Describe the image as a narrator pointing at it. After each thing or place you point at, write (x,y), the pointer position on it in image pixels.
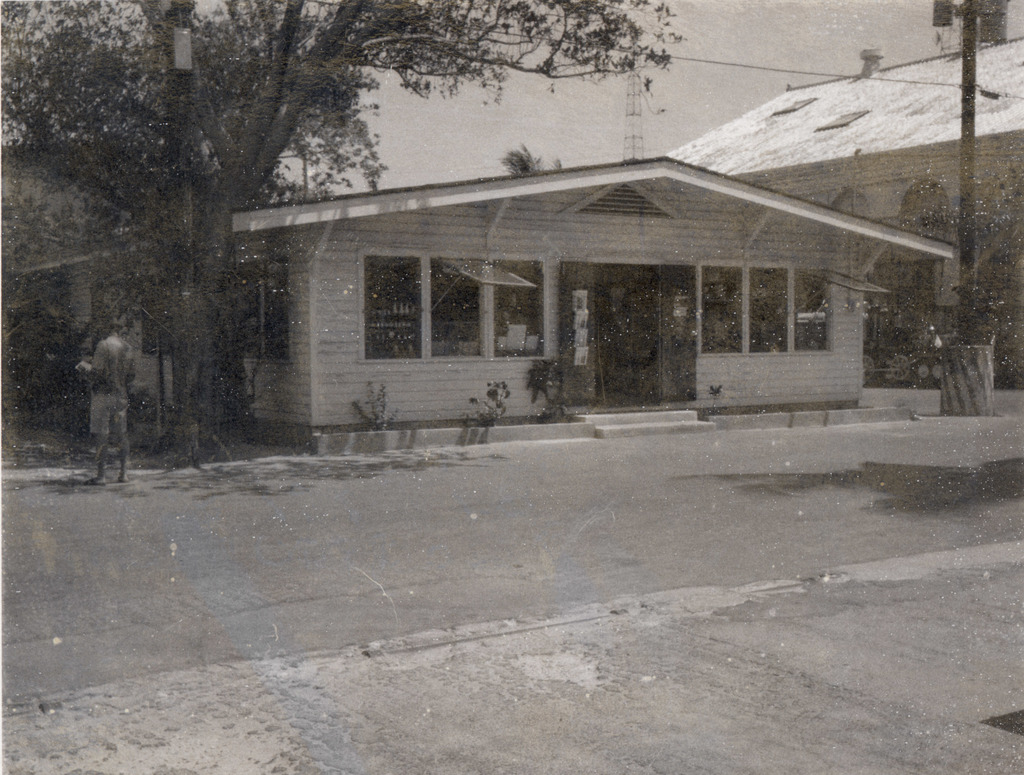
In this picture I can see there is a person (108,353) standing here, there is a pole (187,442), tree (255,170), buildings (739,251) and the sky (502,134) is clear.
